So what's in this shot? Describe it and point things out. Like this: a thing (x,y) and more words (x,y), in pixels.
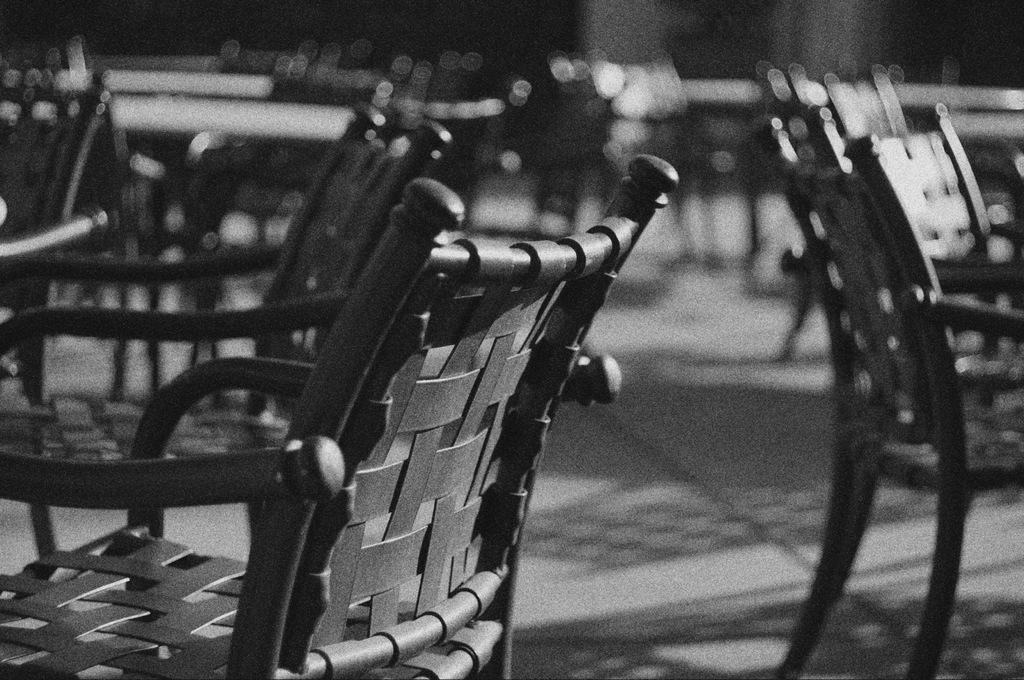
It is a black and white image. In this image we can see the chairs (348,327). We can also see the path (663,451).
